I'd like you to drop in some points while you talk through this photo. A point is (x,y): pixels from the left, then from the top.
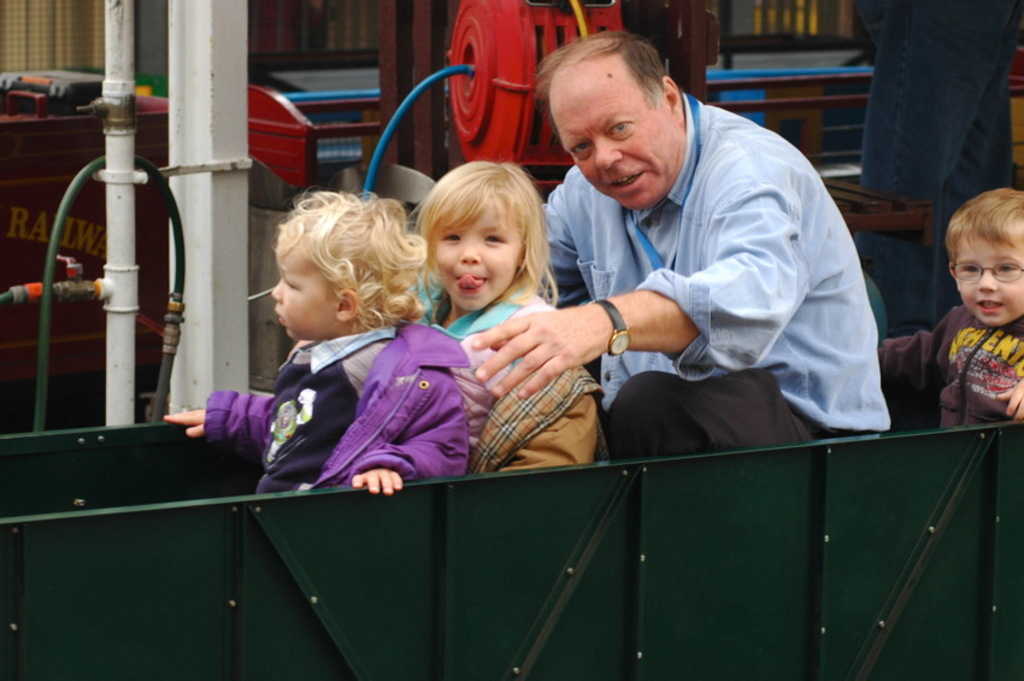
In this picture there are group of people (484,405) sitting. At the back (16,290) there is a person (896,29) standing and there is a machine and there are pipes (409,107) and poles (187,102). At the back (281,42) it looks like a building (281,39).
